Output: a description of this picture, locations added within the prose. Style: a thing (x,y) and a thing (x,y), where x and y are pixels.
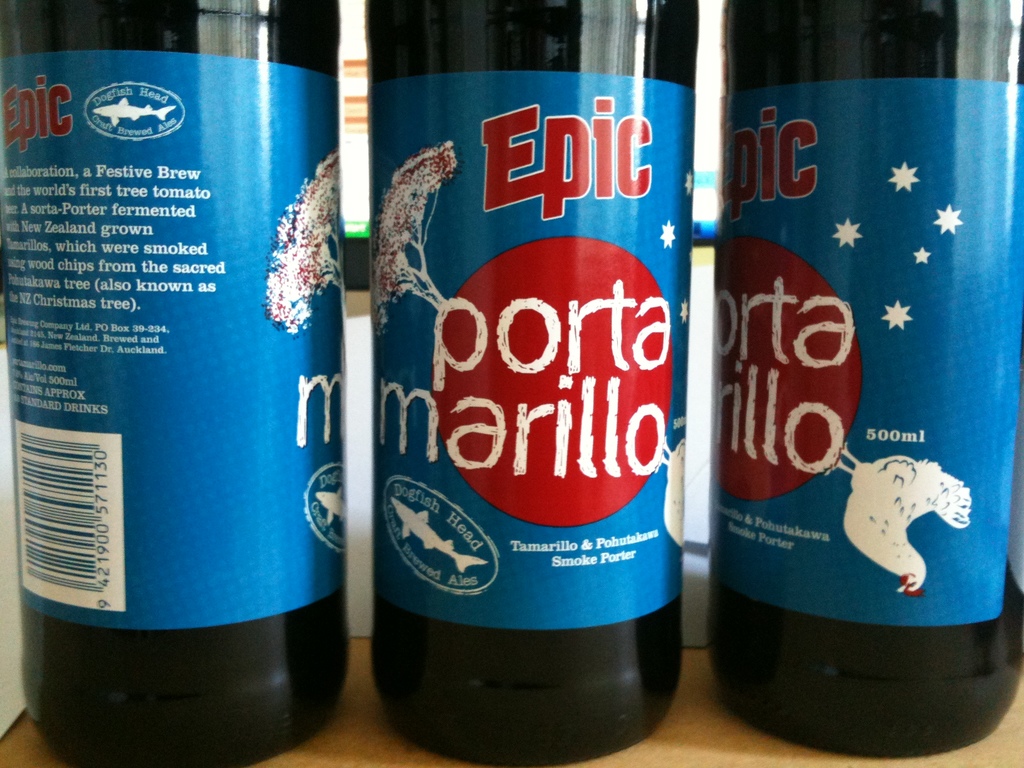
In this image I can see three bottles (550,344) on the cream color surface (926,766) and I can see few stickers (563,303) on the bottles (442,220) and the stickers (447,422) are in blue color.
